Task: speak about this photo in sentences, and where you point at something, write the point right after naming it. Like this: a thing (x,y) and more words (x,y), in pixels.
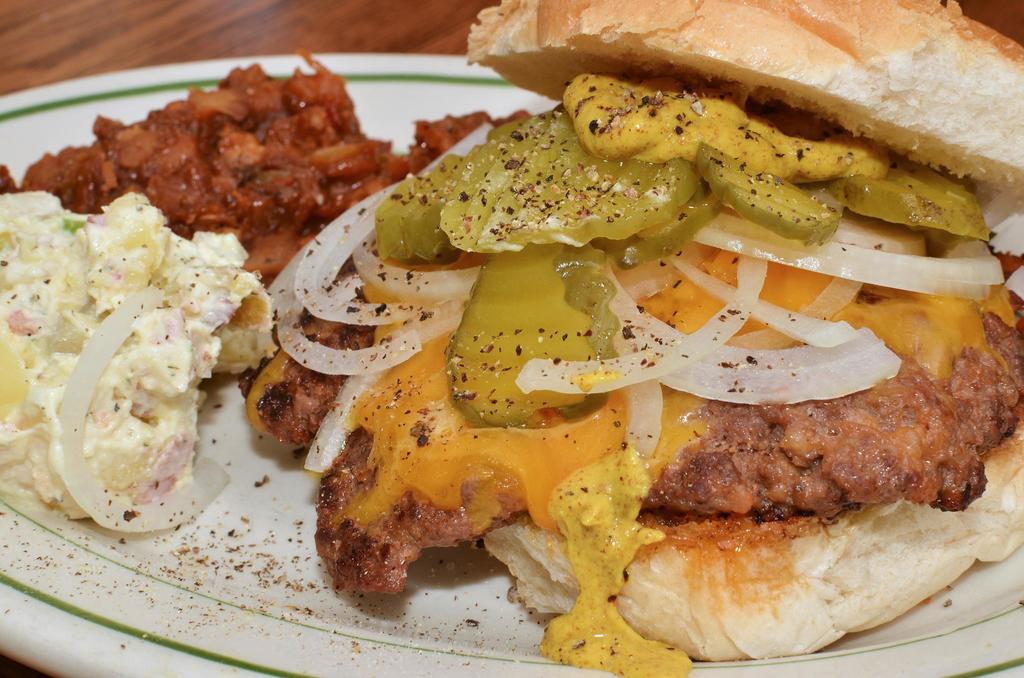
In this image we can see food (858,110) placed in a plate (244,487) on the surface (348,47).
